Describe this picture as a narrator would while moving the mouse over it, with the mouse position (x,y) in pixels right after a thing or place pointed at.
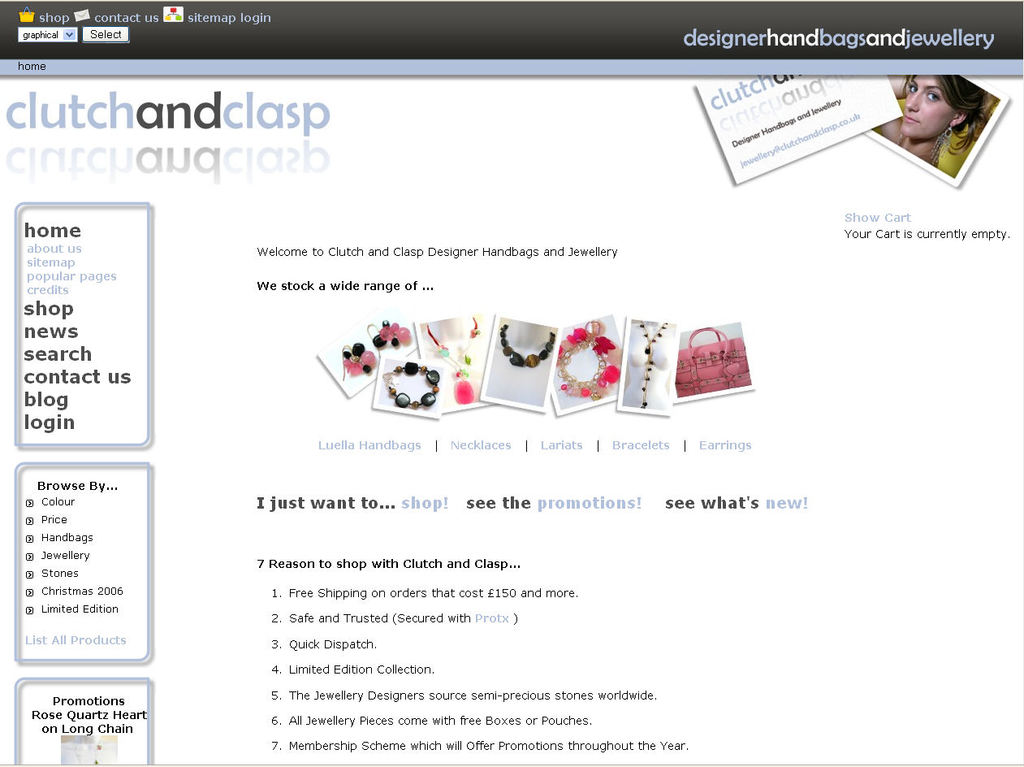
In this image I can see the screenshot of a website in which I can see few pictures (432,386) of ornaments (387,388) and a picture (948,124) of a woman (913,107). I can see something is written with black color.
